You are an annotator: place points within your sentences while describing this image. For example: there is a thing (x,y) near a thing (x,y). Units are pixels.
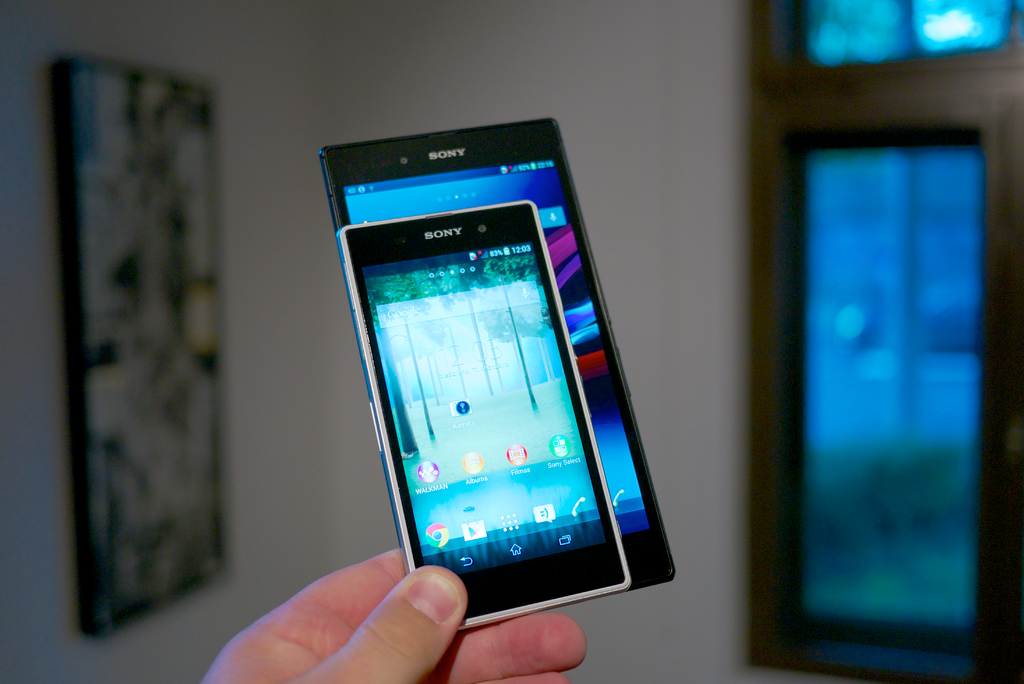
In this picture we can see the hand (455,670) of a person (455,670) and phones (429,164). We can see numbers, applications (468,415) and a few things (396,275) on the phone screens (548,503). There is a frame (100,341) visible on the wall (148,626). We can see a few glass objects (887,178). Background (761,495) is blurry.
